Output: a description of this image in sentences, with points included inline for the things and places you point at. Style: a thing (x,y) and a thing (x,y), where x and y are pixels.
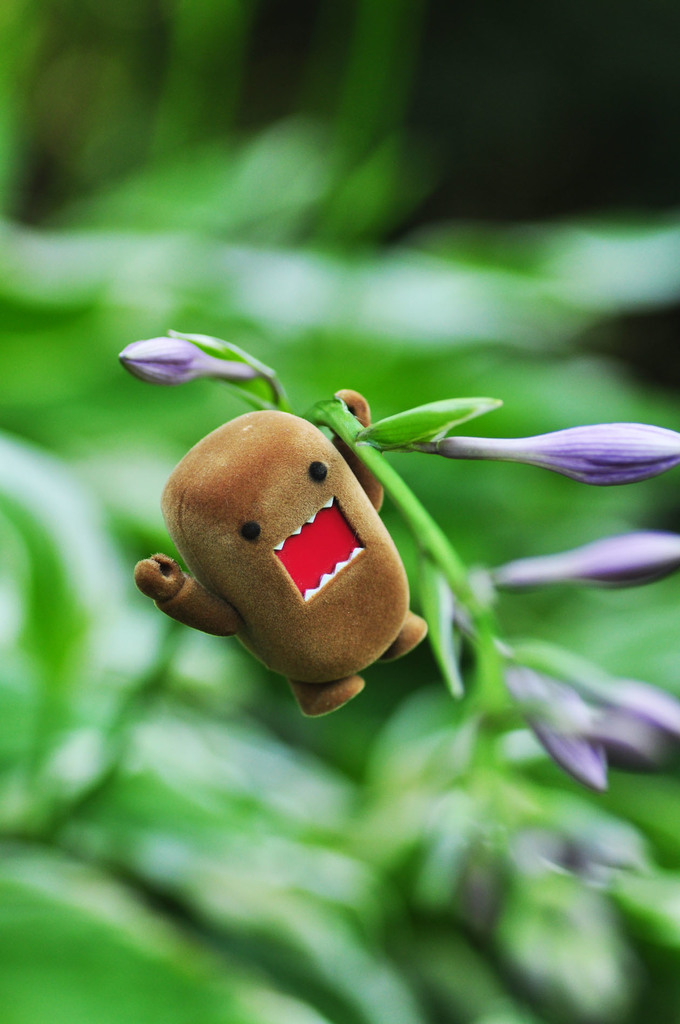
In this image I can see few flower buds (154,378) and a brown colour thing (286,642) in the centre (245,428). I can also see this image is blurry in the background (213,293).
